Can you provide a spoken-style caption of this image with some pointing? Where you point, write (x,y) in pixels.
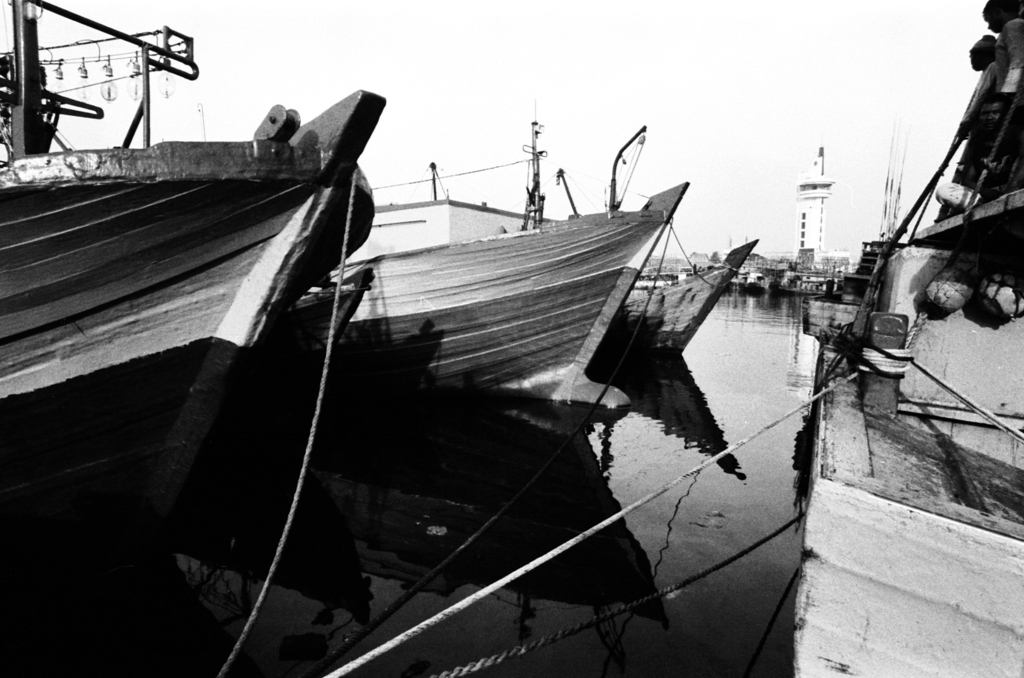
This is a black and white picture where we can see boats (343,170) are floating on the water (545,427). Here we can see the ropes (886,355) tied to the boats (931,358) and in the background (852,199), we can see the building (797,190) and the sky (528,55).
